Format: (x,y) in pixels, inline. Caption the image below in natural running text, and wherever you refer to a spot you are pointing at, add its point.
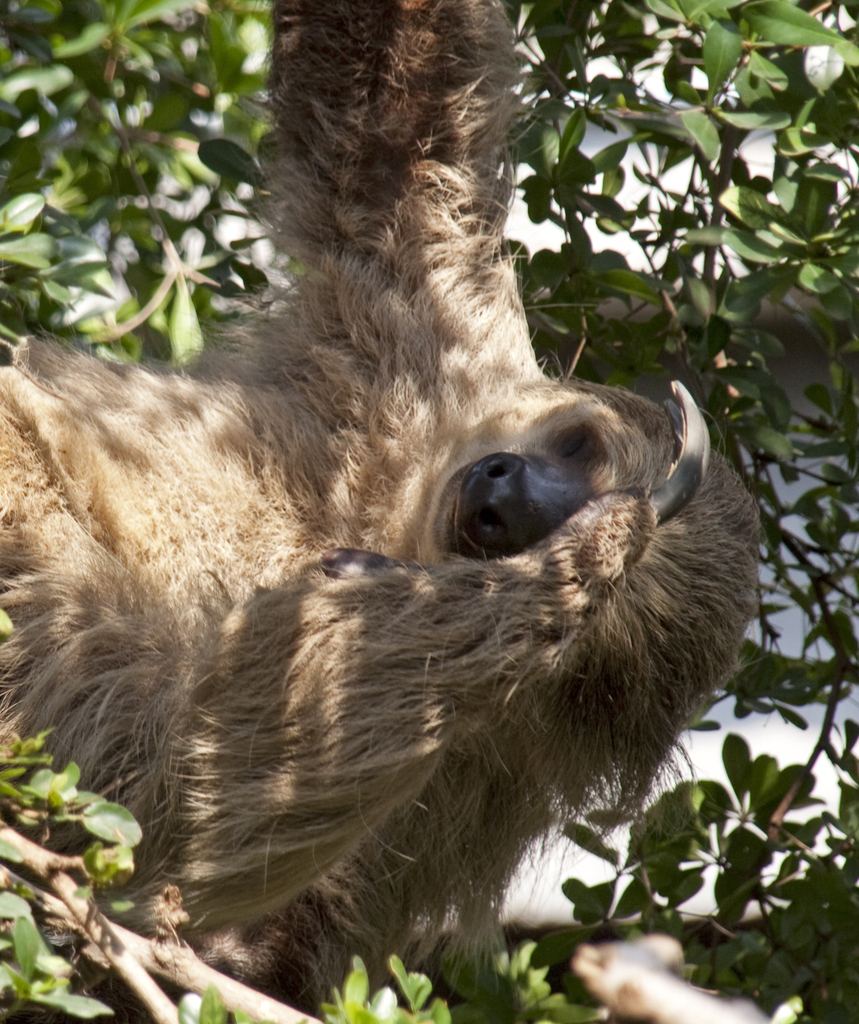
In this picture there is an animal (315,604) hanging on the tree (735,758) which is in light brown color.
